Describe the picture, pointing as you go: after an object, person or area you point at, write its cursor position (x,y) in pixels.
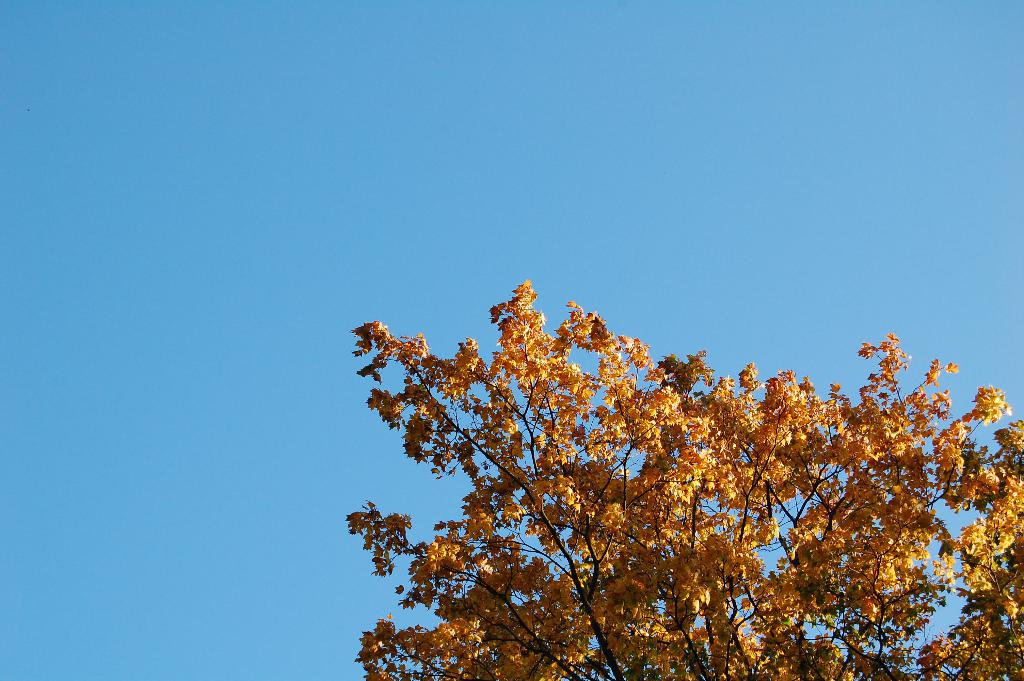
In this picture I can see few trees (755,623) on the right side (967,519), there is the sky (402,281) in this image.
